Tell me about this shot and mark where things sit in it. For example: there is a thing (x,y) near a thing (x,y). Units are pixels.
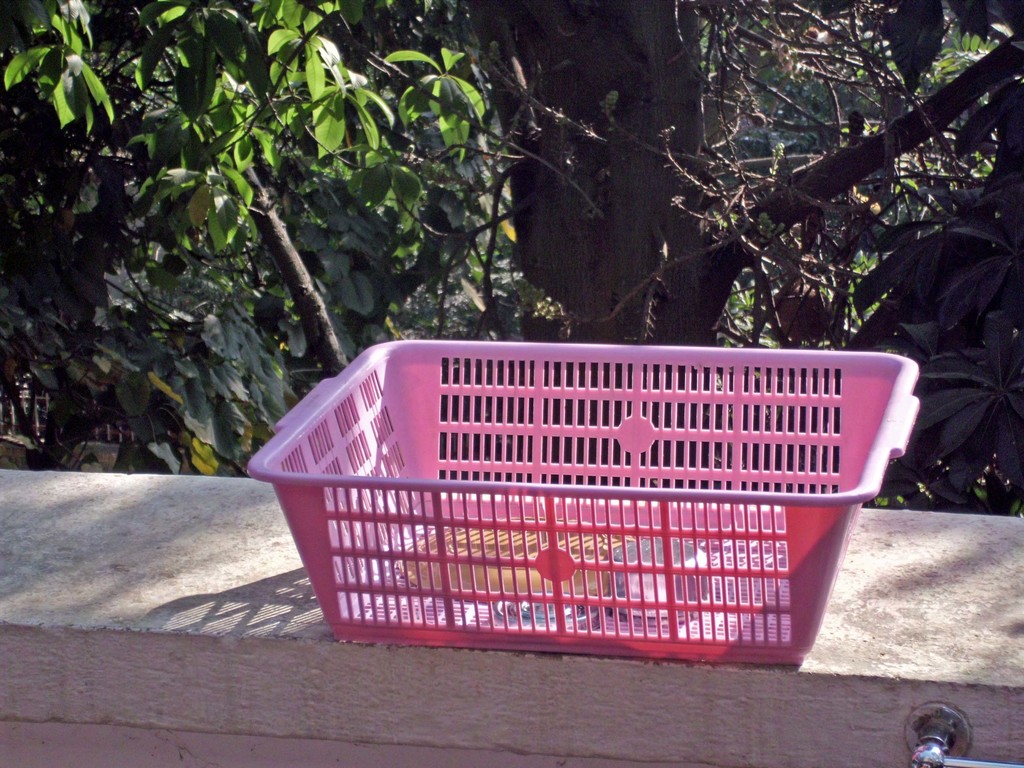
In this picture we can see a pink basket (728,645) on a platform (38,674) and in the background (227,265) we can see trees (544,228).
